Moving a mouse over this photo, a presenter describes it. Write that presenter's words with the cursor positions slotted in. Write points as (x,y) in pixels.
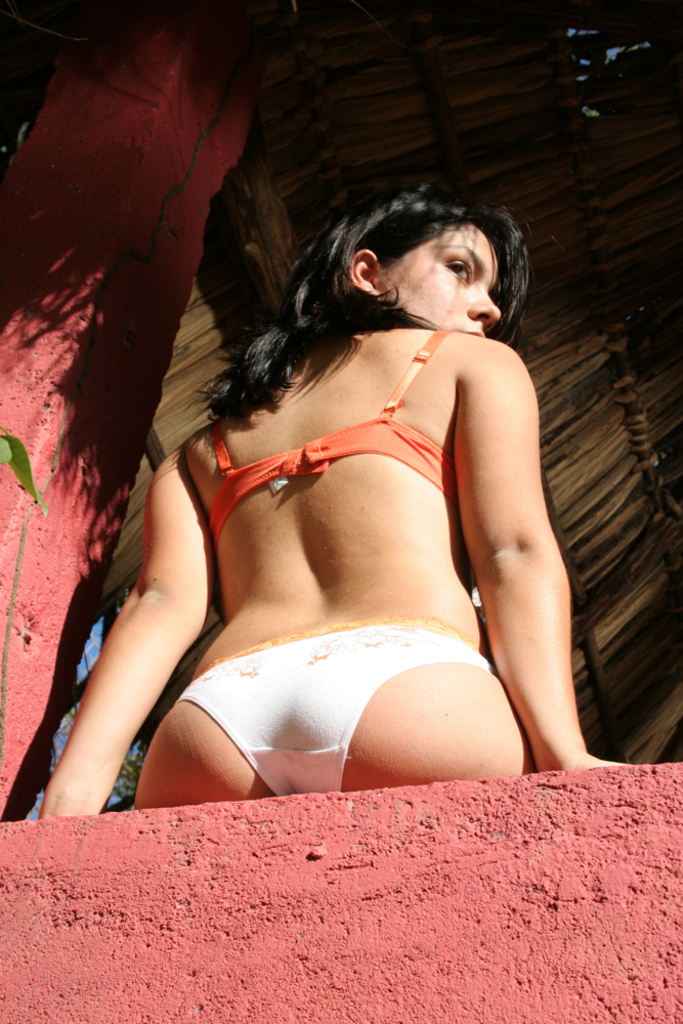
In this image there is a woman (343,518), pillar (143,211), wall (90,893) and a hut (588,207).
